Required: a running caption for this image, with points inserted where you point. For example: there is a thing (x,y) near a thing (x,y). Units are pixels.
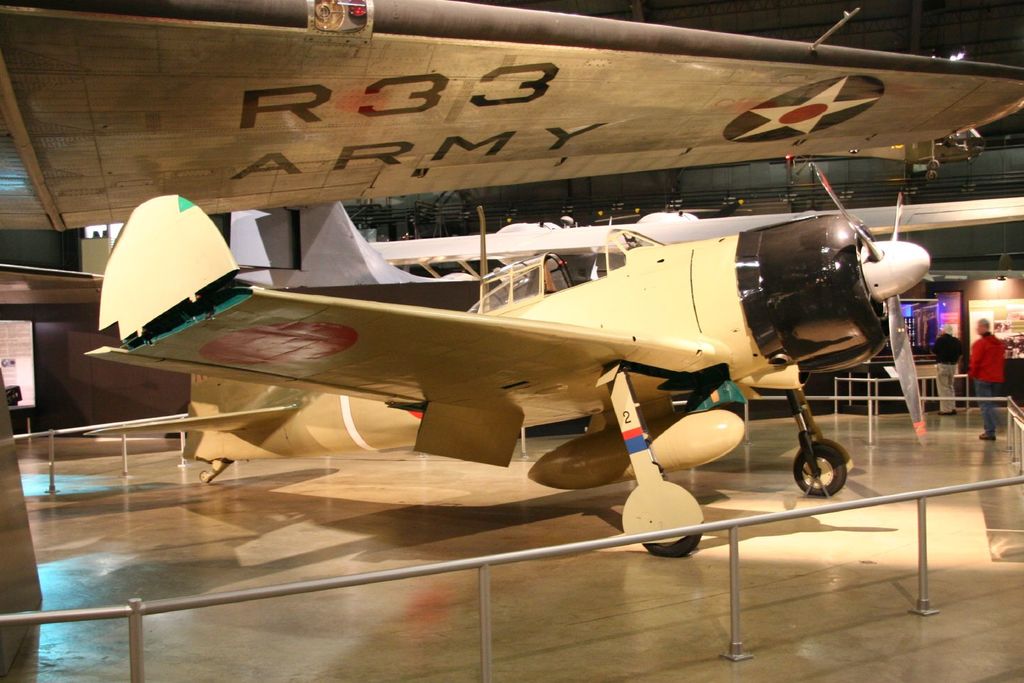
In this picture we can see an aircraft (551,385). There is some fencing (291,593) around this aircraft (557,398). We can see two people (949,328) standing on the path (815,647) on the right side (956,341).
